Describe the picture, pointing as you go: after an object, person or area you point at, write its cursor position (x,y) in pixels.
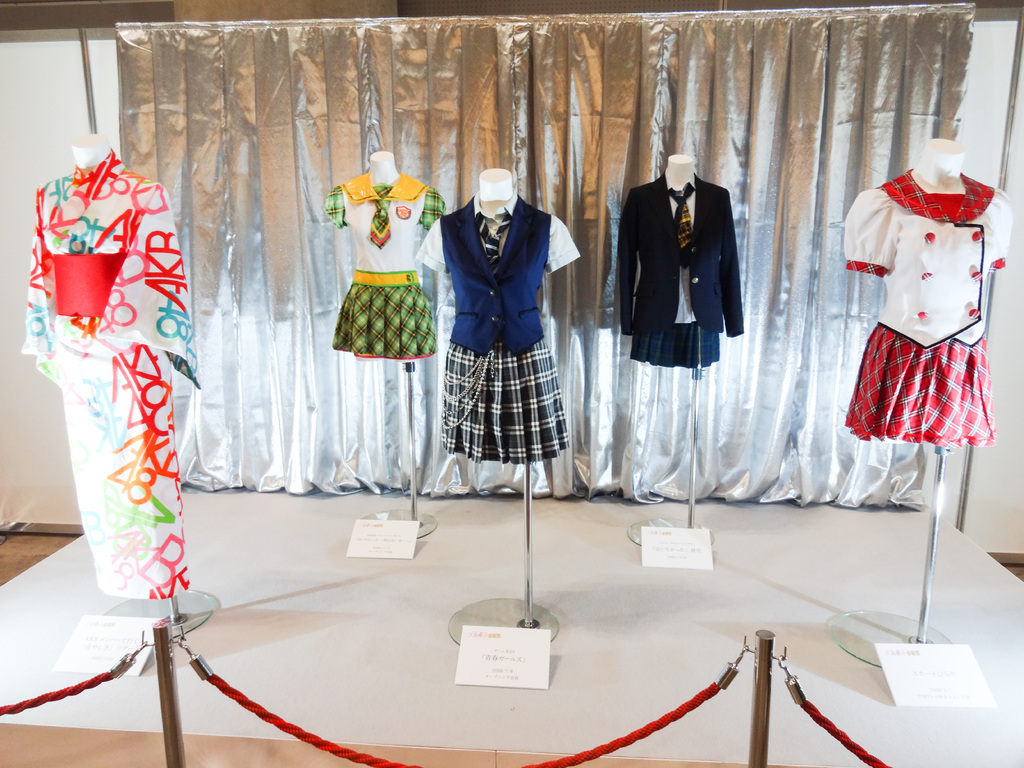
In the background (890,110) we can see the silver cloth (726,97). In this picture we can see the mannequins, stands (525,612), clothes (68,350), white boards (504,678) with some information. At the bottom portion of the picture (40,704) we can see the pole rope barrier (166,720).
